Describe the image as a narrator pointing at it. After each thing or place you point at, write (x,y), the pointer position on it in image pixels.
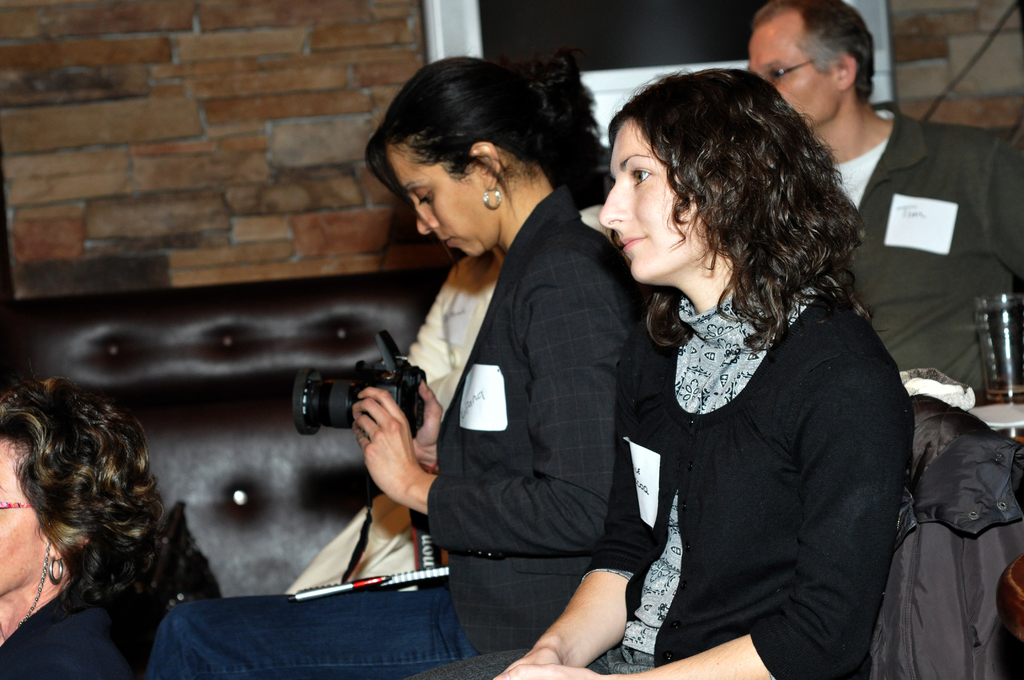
In this picture we can see some people (827,312) where a woman (400,624) holding a camera (347,407) with her hands (431,403), glass (1000,310), sofa (375,311) and in the background (226,203) we can see wall (291,125).
